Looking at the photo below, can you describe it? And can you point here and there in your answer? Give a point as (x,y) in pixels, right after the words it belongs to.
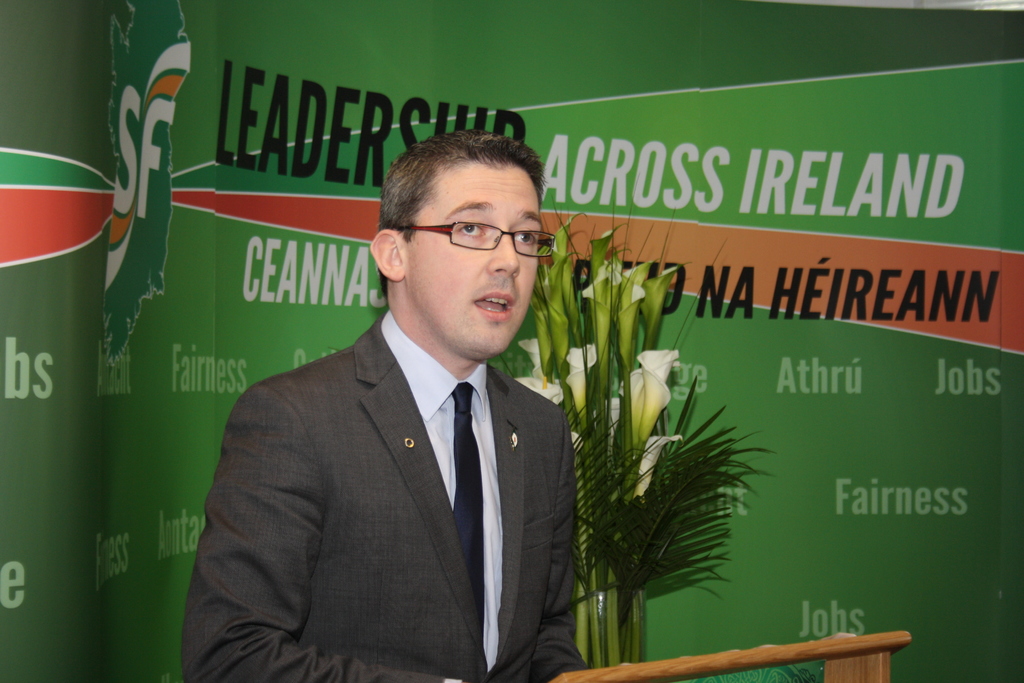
In this picture, we see a man (416,412) in the black blazer (384,532) is standing. He is wearing the spectacles (458,234). In front of him, we see a podium (820,658) and I think he is trying to talk something. Behind him, we see the flower pot (635,462). In the background (861,430), we see a banner (256,174) or a board (570,116) in green color with some text (437,119) written.
